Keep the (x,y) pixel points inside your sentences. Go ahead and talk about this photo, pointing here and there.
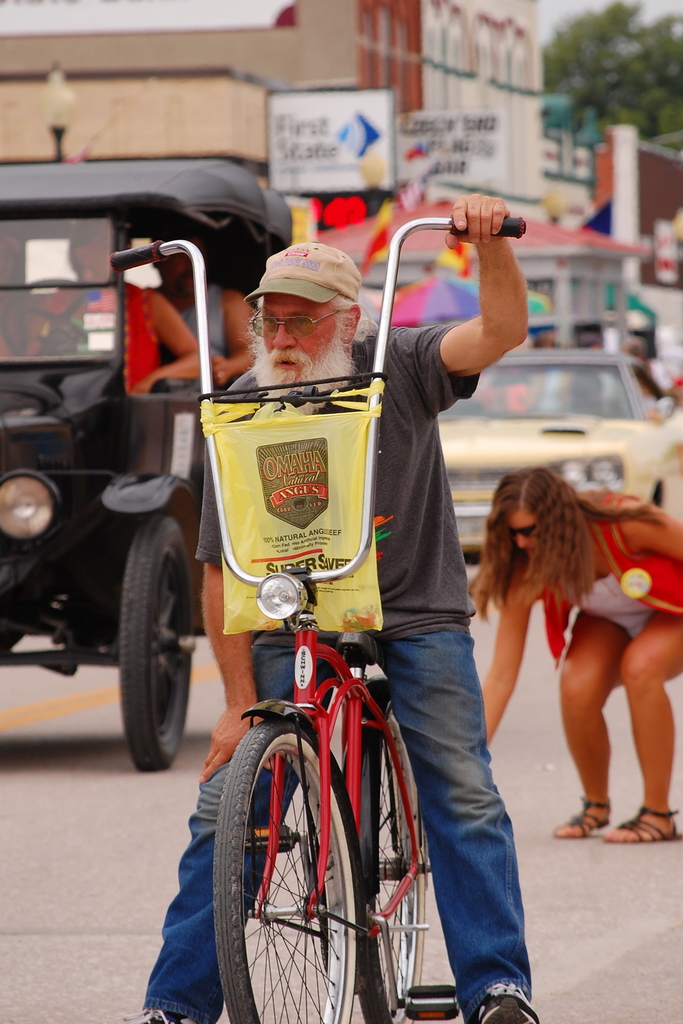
In this image I can see a man (228,737) with his cycle (386,281) and he is wearing a cap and a specs (253,319). In the background (491,527) I can see few more people (600,652) and also few vehicles (481,406).
